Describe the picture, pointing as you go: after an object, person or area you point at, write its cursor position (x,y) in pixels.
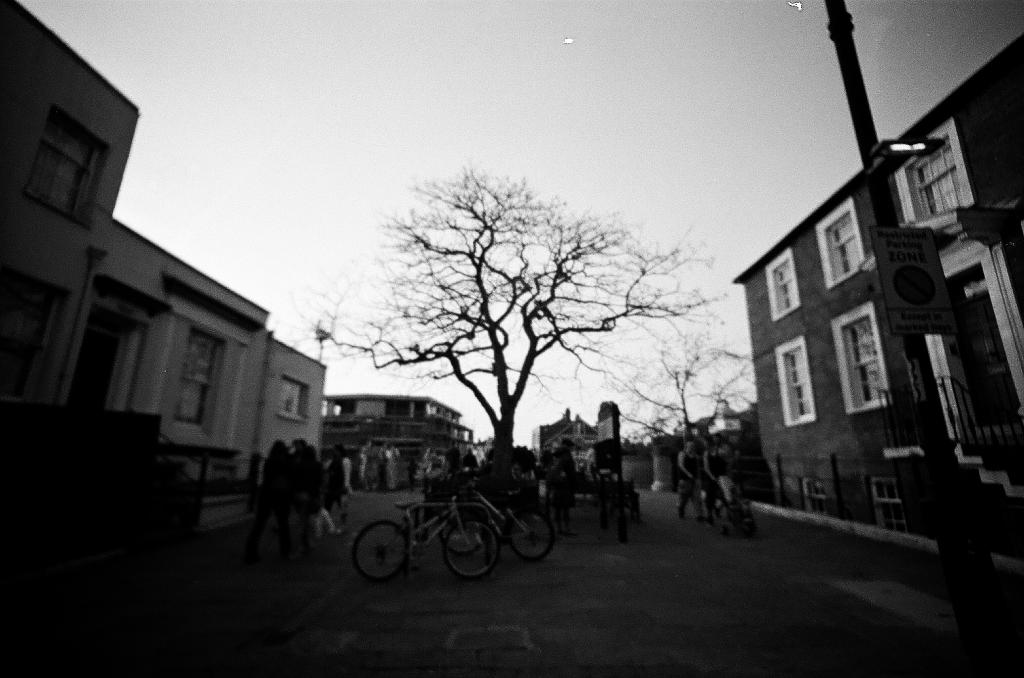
This is a black and white pic. We can see bicycles (477,549), few persons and objects (474,491) on the road (619,656). In the background (345,418) we can see trees (362,350), buildings (305,368), windows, objects (909,308) and sky (536,251).
